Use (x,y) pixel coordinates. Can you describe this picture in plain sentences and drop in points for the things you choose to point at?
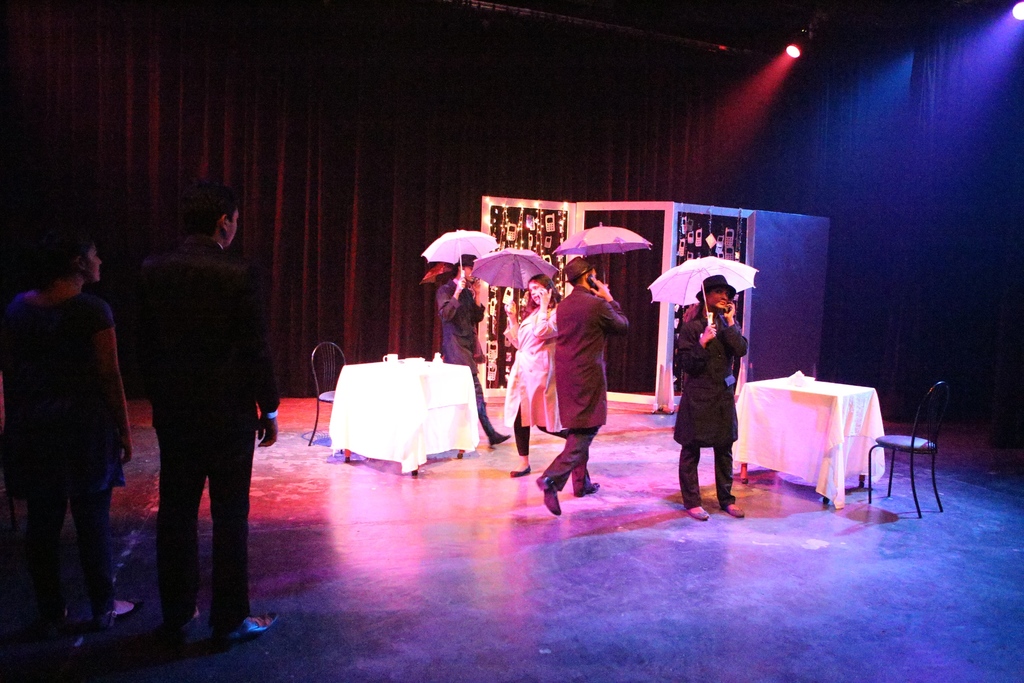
In this image on the left side (126,418) I can see two persons (79,433) are standing. I can see some people (688,349) are holding an umbrella (686,294). I can see the tables (387,399) and chairs (893,446) on the floor (628,557). At the top (1018,13) I can see the lights (796,54).
